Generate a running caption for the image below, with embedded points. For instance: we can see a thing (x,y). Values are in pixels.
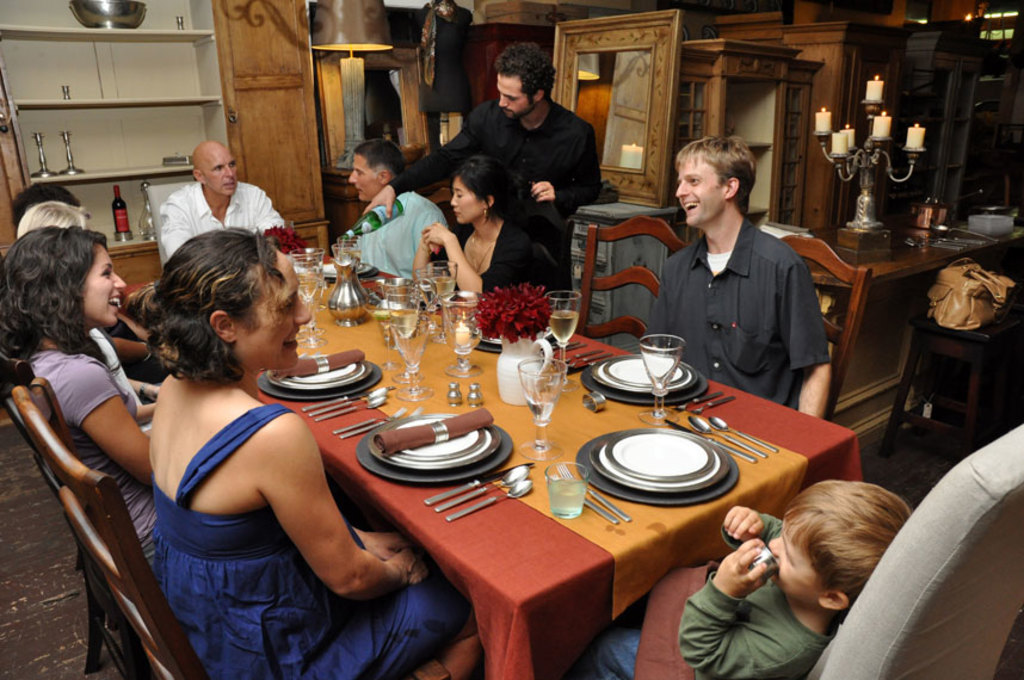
In this picture, In the middle (642,408) there is a table (779,508) which is covered by a brown cloth (575,563) on that table (608,558) there are some plates (480,445) there are some glasses (541,410), There is a white color flower box (522,360), There are some chairs (636,278) in brown color, There are some people (661,288) sitting on the chairs (444,197), In the background (143,259) there is a brown color wooden box (263,86), In the right side (918,258) there is a table (884,269) in brown color on that table (928,268) there are some candles (838,140) in white color.
